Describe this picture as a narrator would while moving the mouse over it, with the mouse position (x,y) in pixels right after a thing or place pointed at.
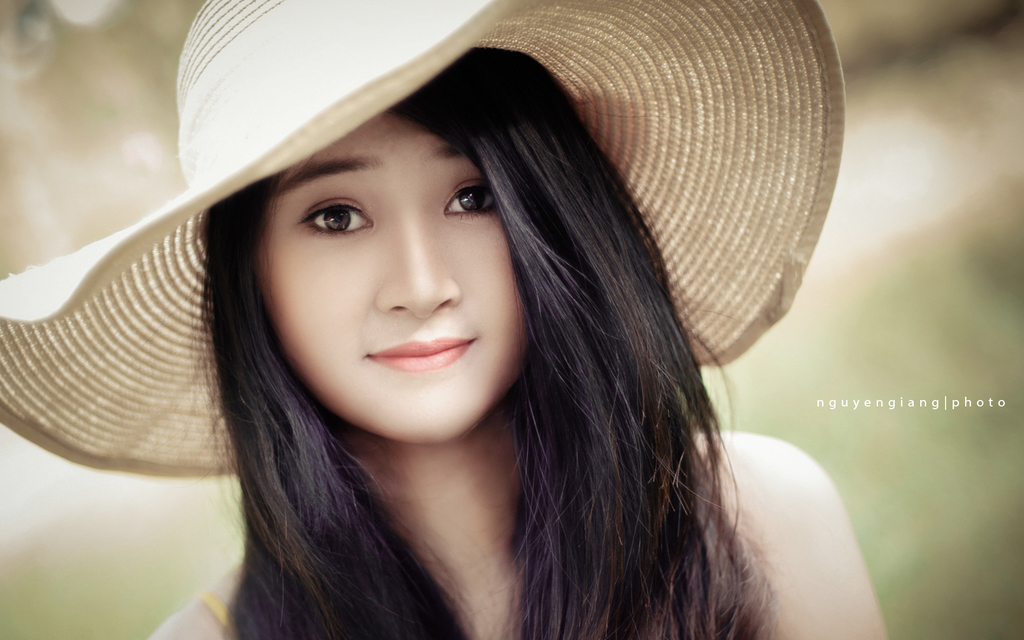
This image is taken outdoors. This image is an edited image. In this image the background (955,596) is a little blurred. In the middle of the image (458,322) there is a girl (409,469). She has worn a hat (197,231) and she is with a smiling face (356,358).
